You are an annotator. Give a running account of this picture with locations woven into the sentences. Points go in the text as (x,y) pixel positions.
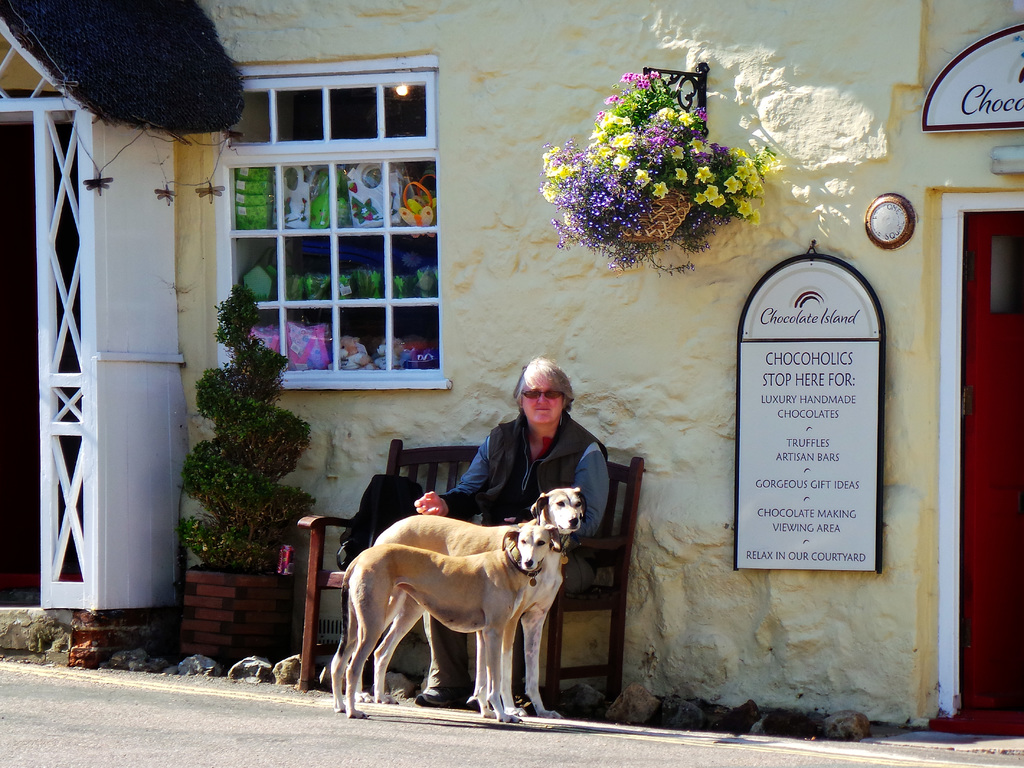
In the image we can see there is a woman (551,486) sitting on bench (616,551) and there are two dogs (512,575) standing beside her. Behind there are flowers (716,173) kept in a basket (675,199) and attached to the wall (726,114).
